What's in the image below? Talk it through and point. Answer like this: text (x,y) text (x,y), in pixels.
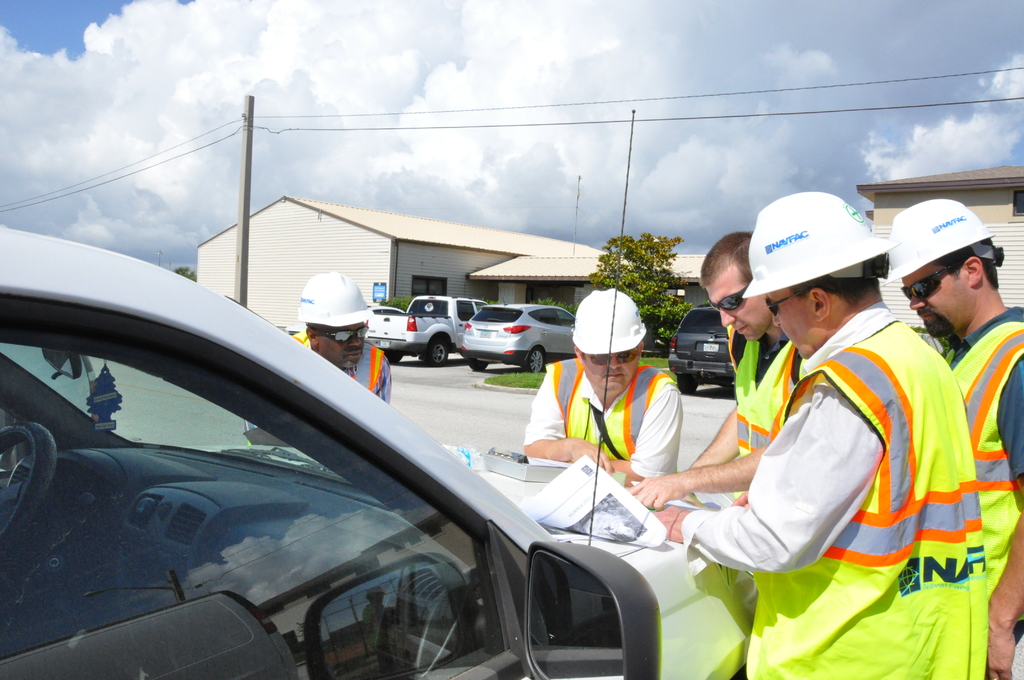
In the foreground of this image (567,402), there are few men (817,401) standing near a vehicle (578,599) on which books (569,482), papers (576,513), and a bottle (464,453) is placed. In the background (221,242), there are houses (220,243), trees (630,281), vehicles (419,319), poles (239,266), cables (391,112), sky (285,75) and the cloud (259,88).
